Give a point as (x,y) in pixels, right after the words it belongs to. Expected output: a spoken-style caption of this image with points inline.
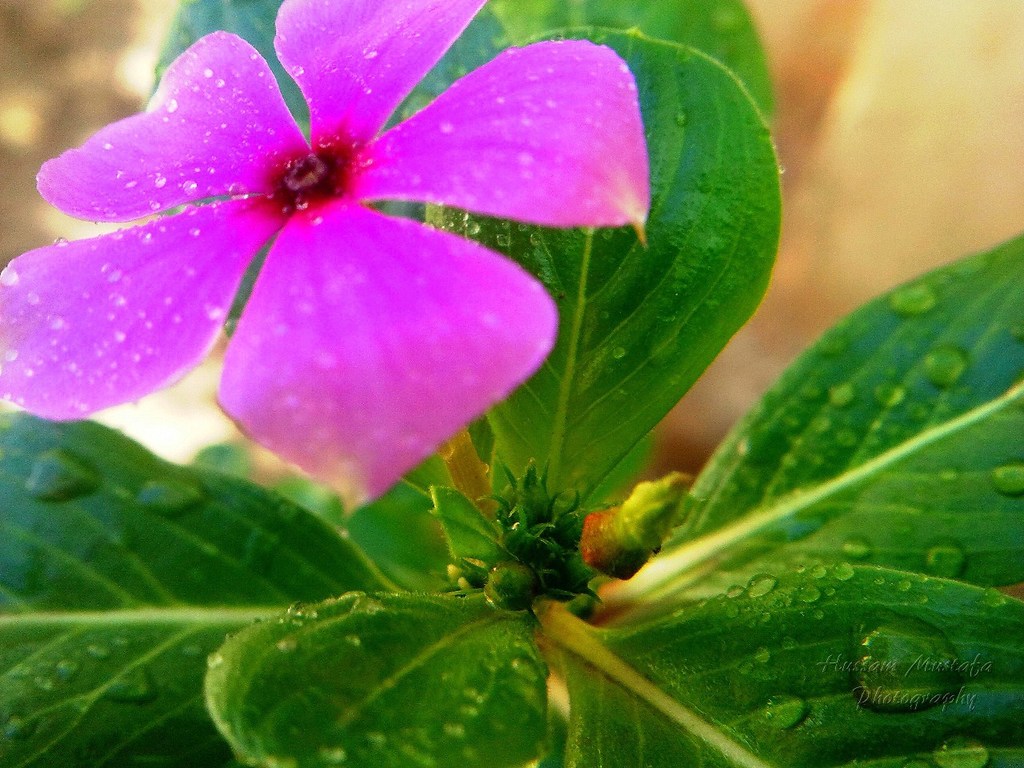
It is a flower (419,166) in purple color and these are the leaves (298,763) of that plant (499,473). There are water drops (802,569) on them.
